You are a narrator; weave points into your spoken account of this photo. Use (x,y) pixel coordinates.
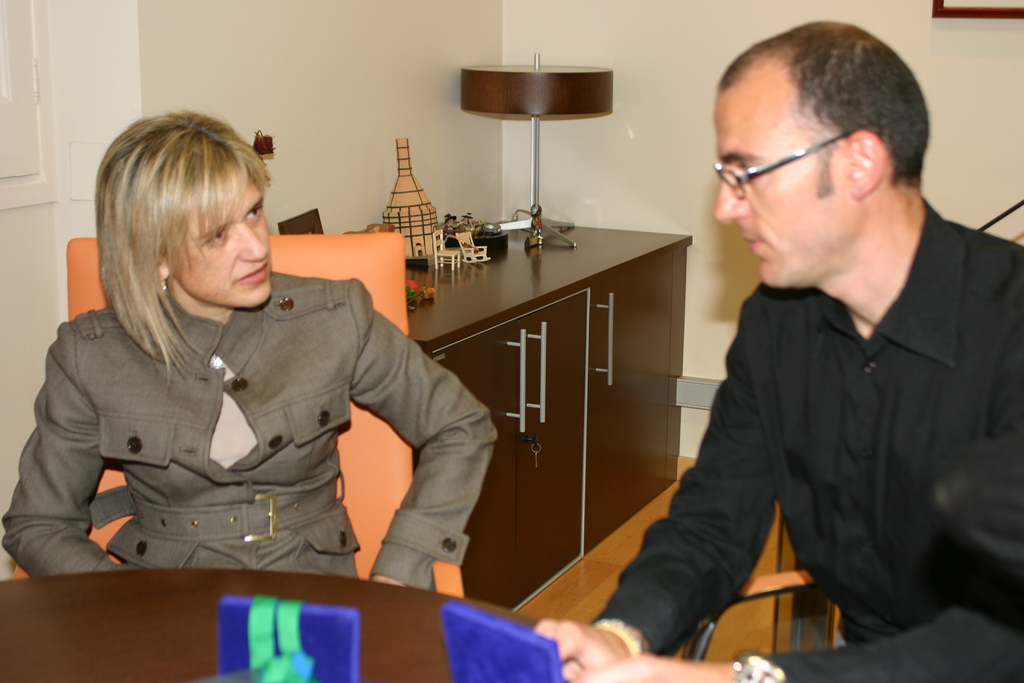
In this image we can see two persons (268,271) sitting in the chairs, in front of them there is a table (61,593) with some blue color objects (453,614) on it, behind them there is a cupboard (455,283), on the cupboard (607,230) we can see some other objects (470,234), and also we can see the wall (550,186).
